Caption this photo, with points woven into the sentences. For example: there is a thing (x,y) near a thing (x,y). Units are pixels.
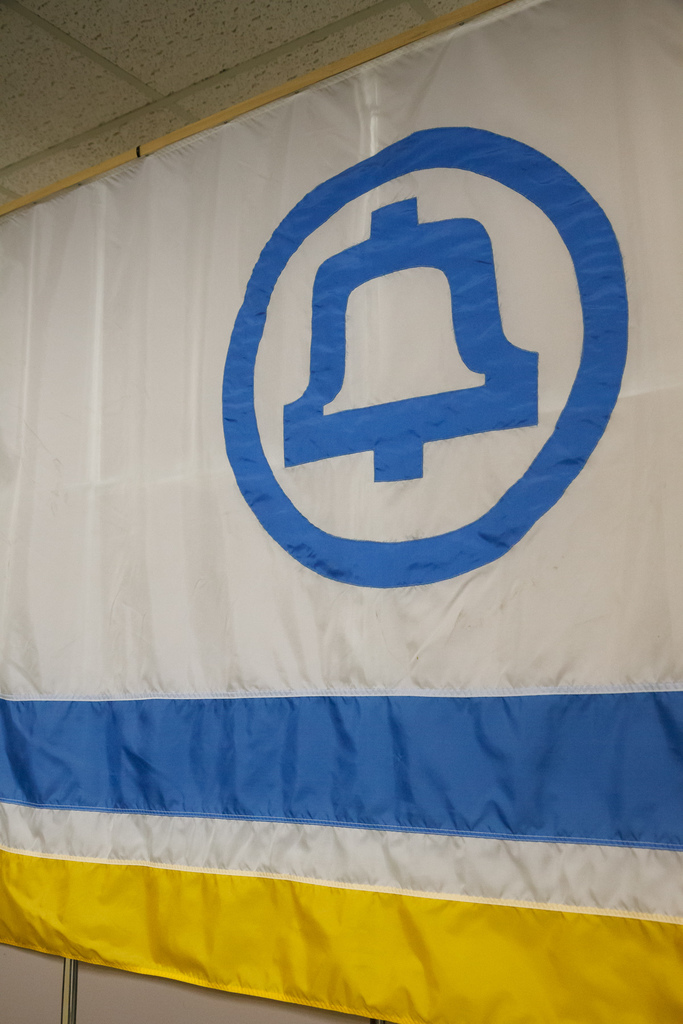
In this picture, it seems like a flag (394,354) with a logo (403,288).
